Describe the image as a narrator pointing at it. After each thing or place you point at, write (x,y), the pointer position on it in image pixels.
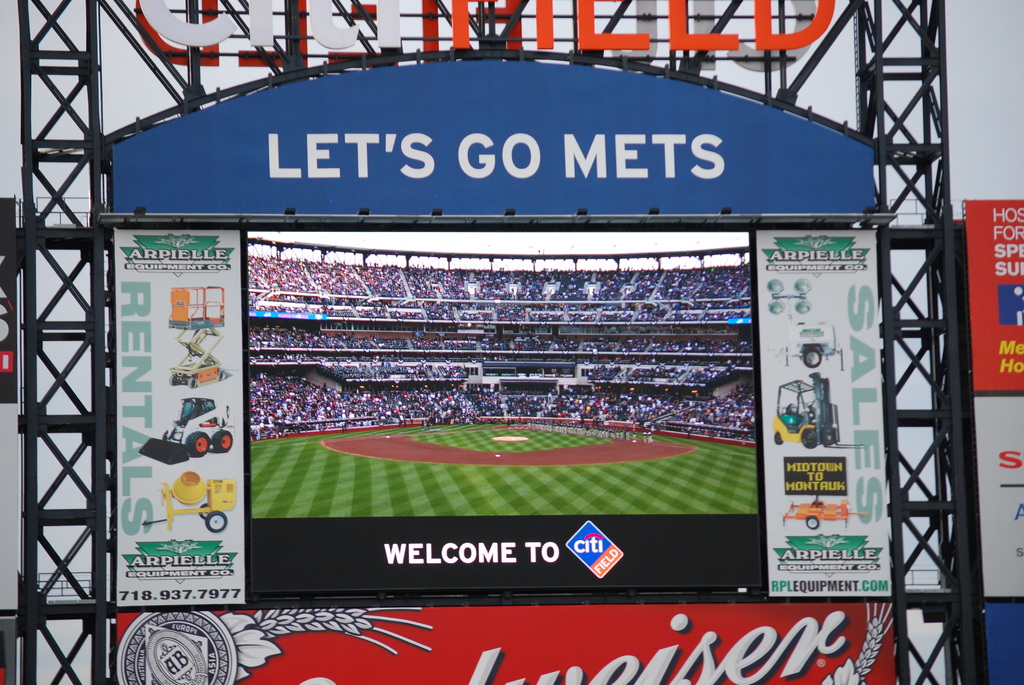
Screen (466,369) is attached to this rods (97,113). Around this screen (646,467) there are hoardings (833,464). In this screen (308,377) we can see people (699,403).
